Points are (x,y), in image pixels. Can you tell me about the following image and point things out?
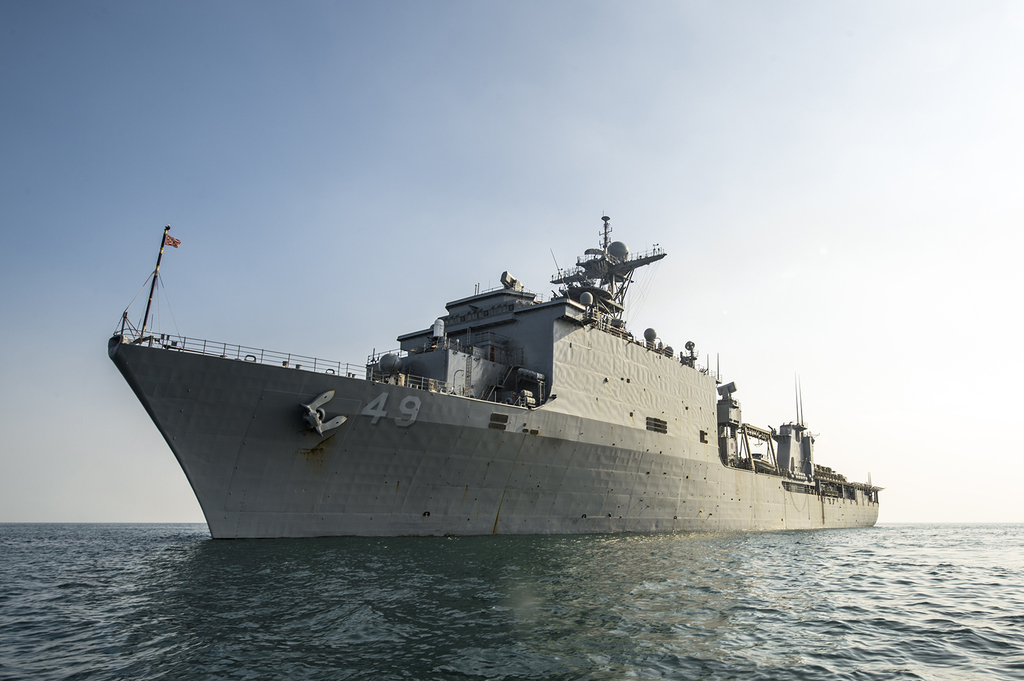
In this image I can see water (272,551) and in it I can see a grey colour ship (465,377). I can also see few numbers (396,416) are written over here and here I can see a flag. I can also see the sky (787,220) in background (426,91).
